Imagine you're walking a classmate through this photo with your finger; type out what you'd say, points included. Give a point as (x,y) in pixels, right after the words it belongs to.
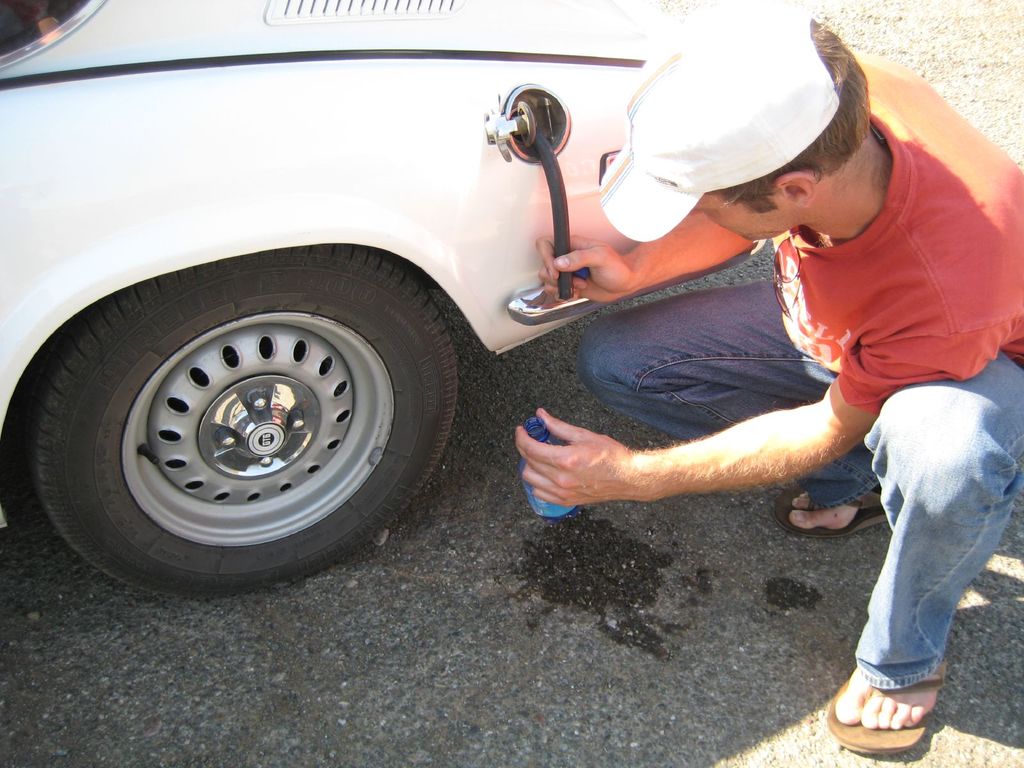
In this image I can see a white colour vehicle (281,169) and here I can see a man (853,348). I can see he is wearing orange t shirt (888,343), blue jeans (895,467), white cap (798,42) and slippers (853,738). I can also see he is holding a blue colour bottle (526,425).
